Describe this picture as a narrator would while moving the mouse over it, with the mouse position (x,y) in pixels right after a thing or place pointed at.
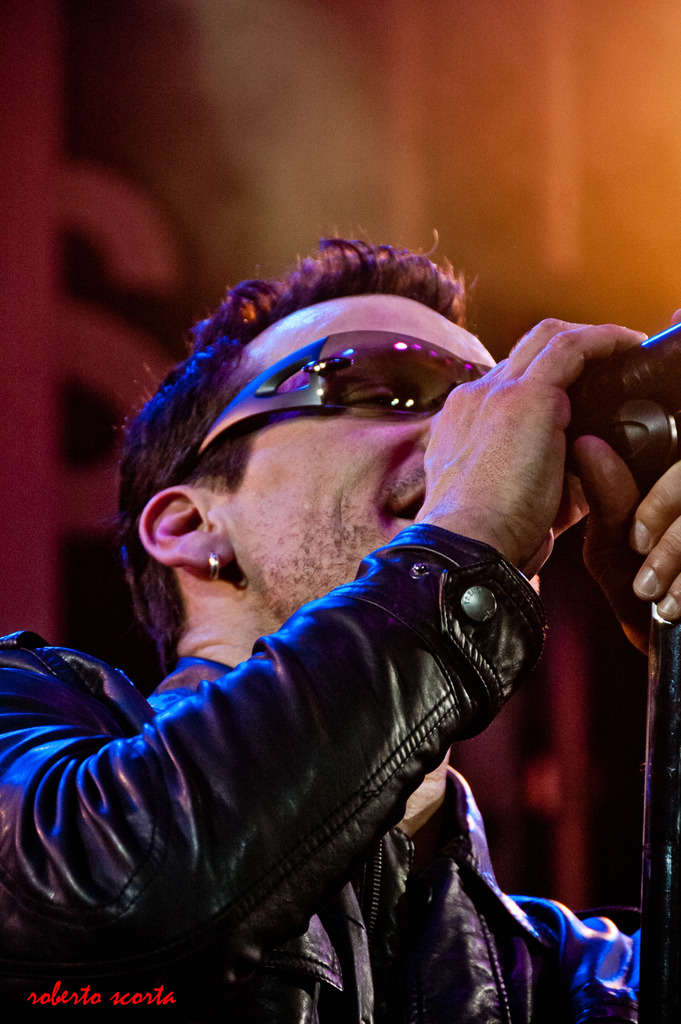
A man (483,632) is singing in the microphone (646,422), he wore coat (285,769), goggles (430,412).
